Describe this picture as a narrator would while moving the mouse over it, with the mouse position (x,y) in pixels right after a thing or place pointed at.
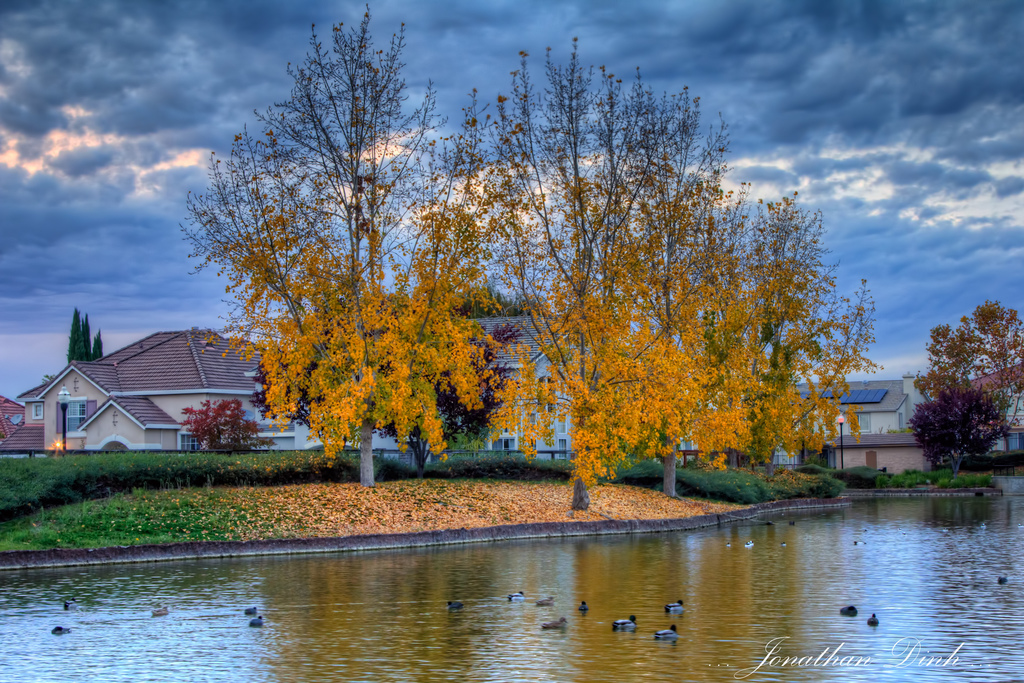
In the foreground (357,609) there is a water body (429,558), in the water (558,635) we can see ducks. In the middle of the picture (554,386) there are trees (432,368), buildings (90,433), plants (65,475), dry leaves (511,488), pole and various objects (450,453). At the top (272,69) it is sky (846,91). The sky (894,264) is cloudy.
